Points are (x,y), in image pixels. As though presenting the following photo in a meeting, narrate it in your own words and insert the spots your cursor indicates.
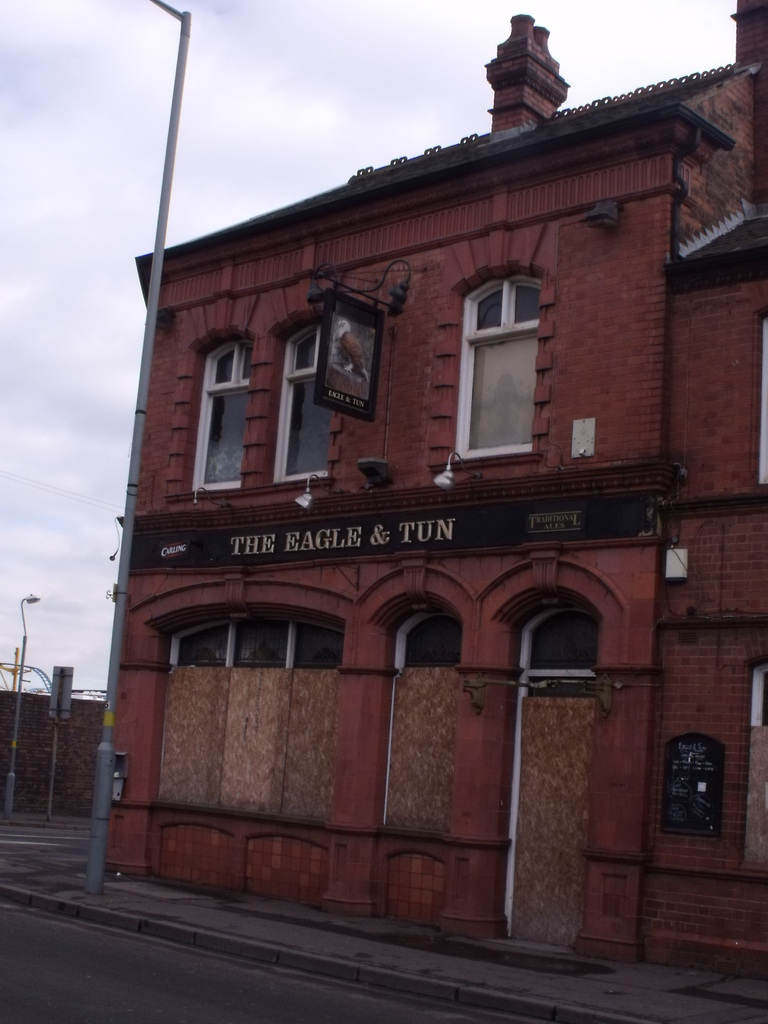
In this I can see a building (477,497) with glass windows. On the left side (188,18) there is a pole (158,279), at the top (301,81) it is the sky (336,65).
